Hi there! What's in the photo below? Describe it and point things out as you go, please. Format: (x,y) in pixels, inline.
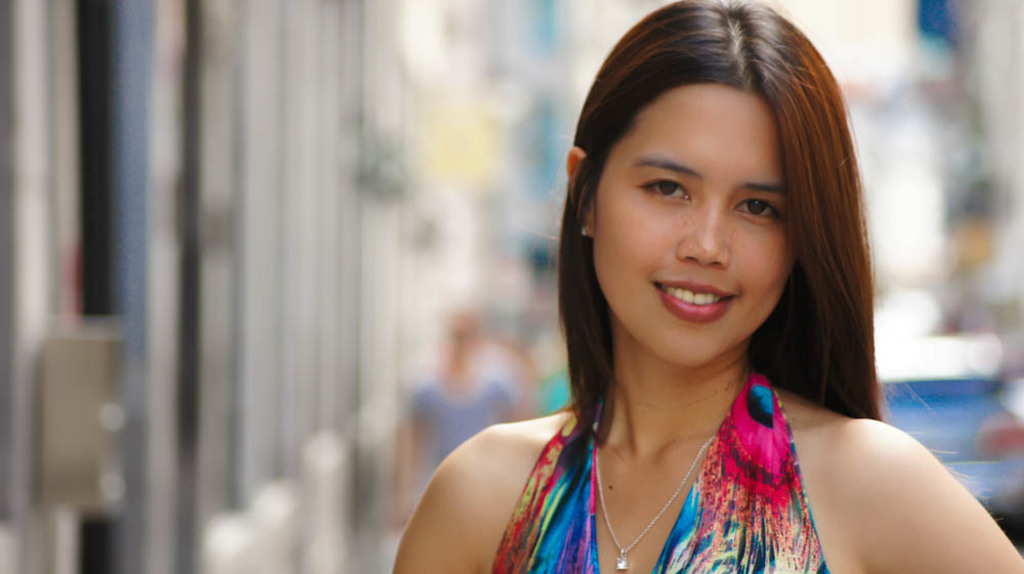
In this image there is woman (747,489) standing on the road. Behind her there is a car (972,433). Beside her there is a building (213,413).
